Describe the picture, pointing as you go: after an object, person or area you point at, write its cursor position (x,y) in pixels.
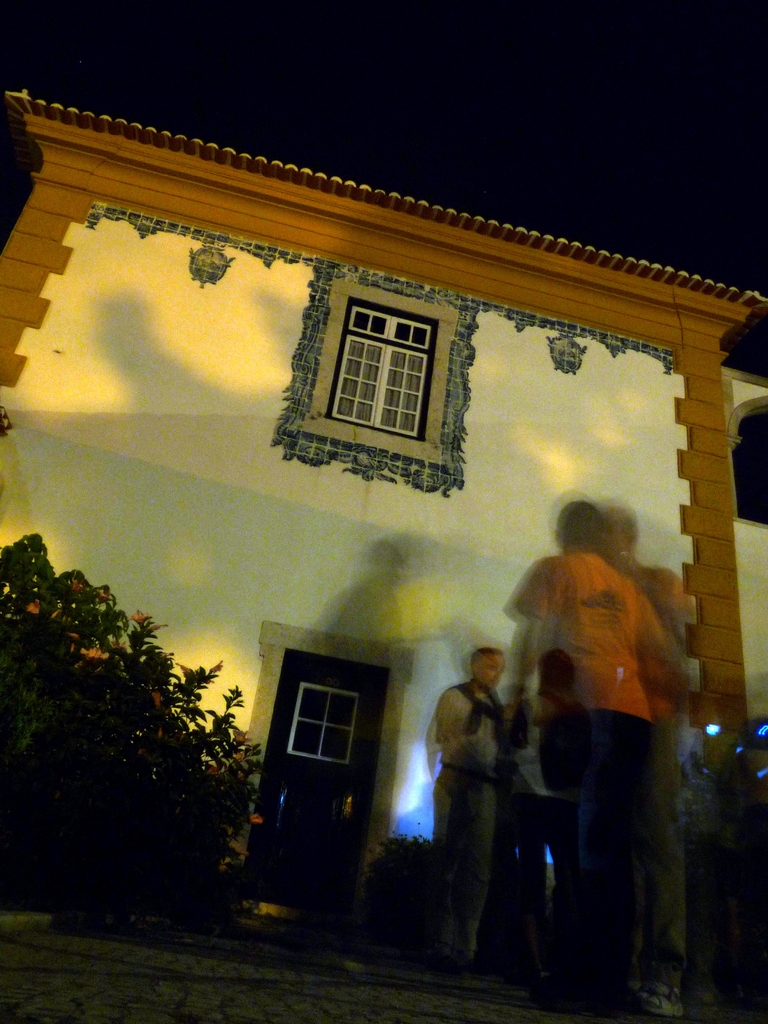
In this image I can see a building (271,505) and in the front of it I can see few people (564,596) are standing. I can also see a plant (172,862) on the left side of this image (173,799) and on the right side (709,722) I can see few lights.
